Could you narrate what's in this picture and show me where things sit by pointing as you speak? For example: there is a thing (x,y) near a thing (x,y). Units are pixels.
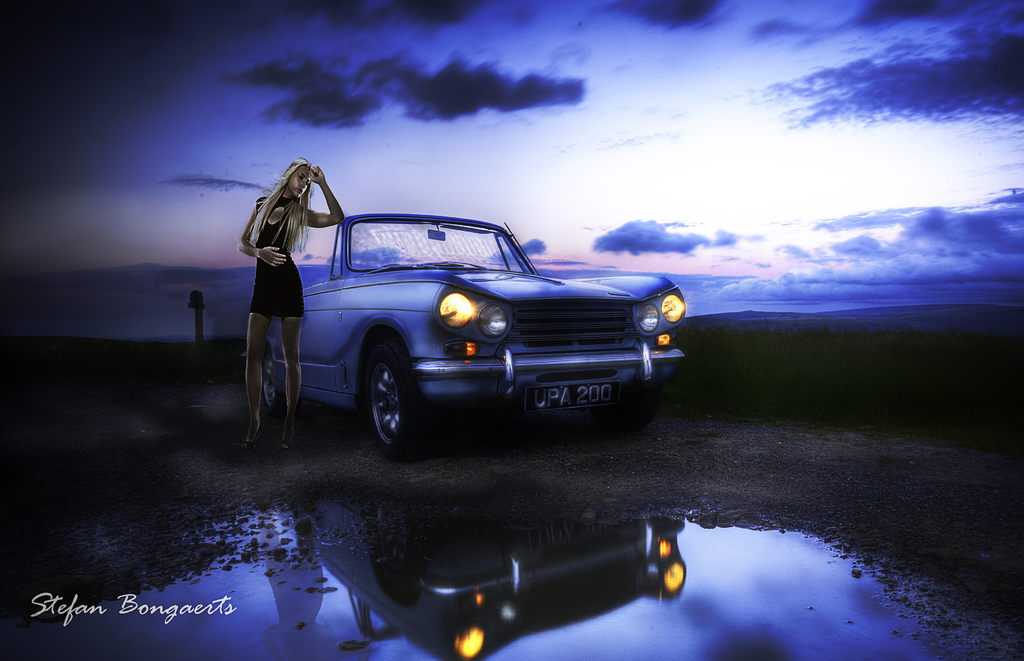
This is an animated image. In the center (432,272) we can see a woman (274,196) standing on the ground (295,421) and we can see a car (453,337) parked on the ground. In the foreground (702,637) we can see the water (406,599). In the background (807,189) we can see the sky (642,111) with the clouds (982,300) and we can see some other objects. In the bottom left corner (56,620) there is a watermark (116,613) on the image.
